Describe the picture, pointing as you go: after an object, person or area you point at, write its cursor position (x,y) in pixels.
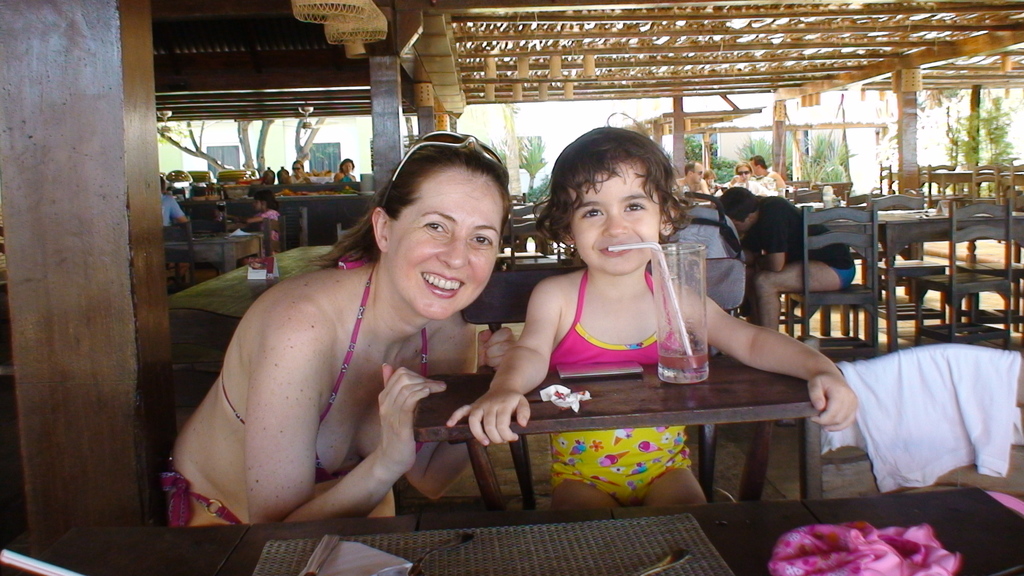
This picture shows a woman (436,360) and a girl (554,333) seated on the chair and we see a glass (702,301) with straw (641,249) and we see few people (750,164) seated on the back (762,161).
